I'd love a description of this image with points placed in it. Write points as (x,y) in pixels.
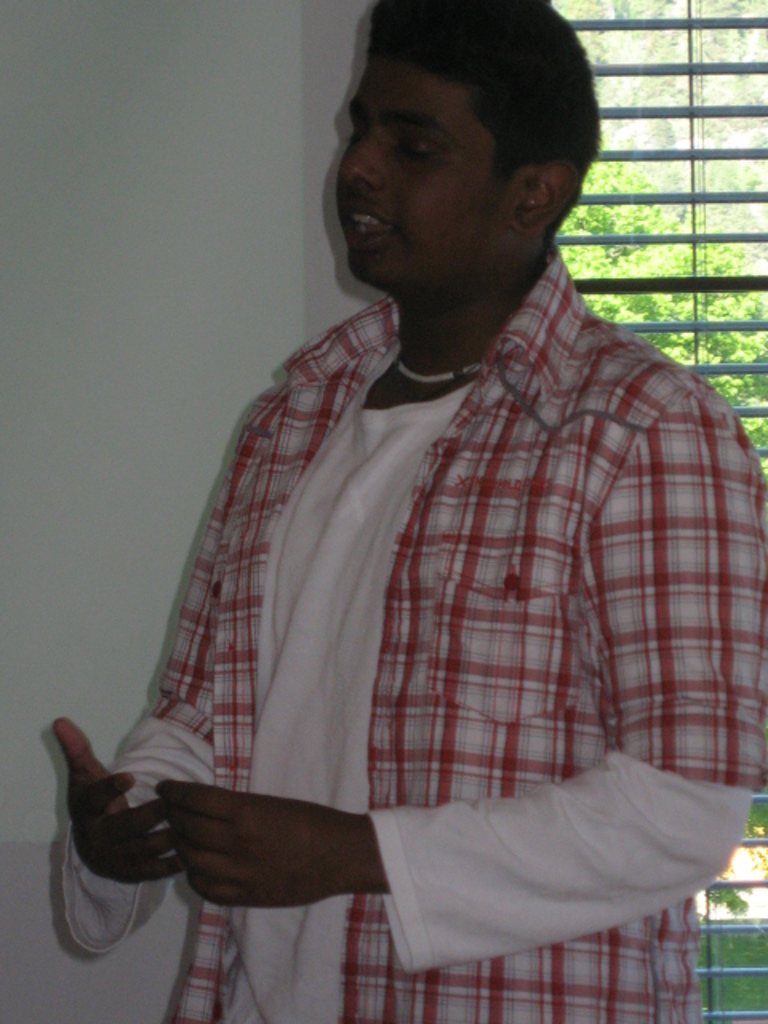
In the picture I can see a man (539,354) wearing a shirt (555,407) and he is speaking. I can see the wall (235,234) on the left side (178,365). I can see the metal glass window (646,214) on the right side (708,200). There are trees (665,221) on the top right side of the picture (665,221).
